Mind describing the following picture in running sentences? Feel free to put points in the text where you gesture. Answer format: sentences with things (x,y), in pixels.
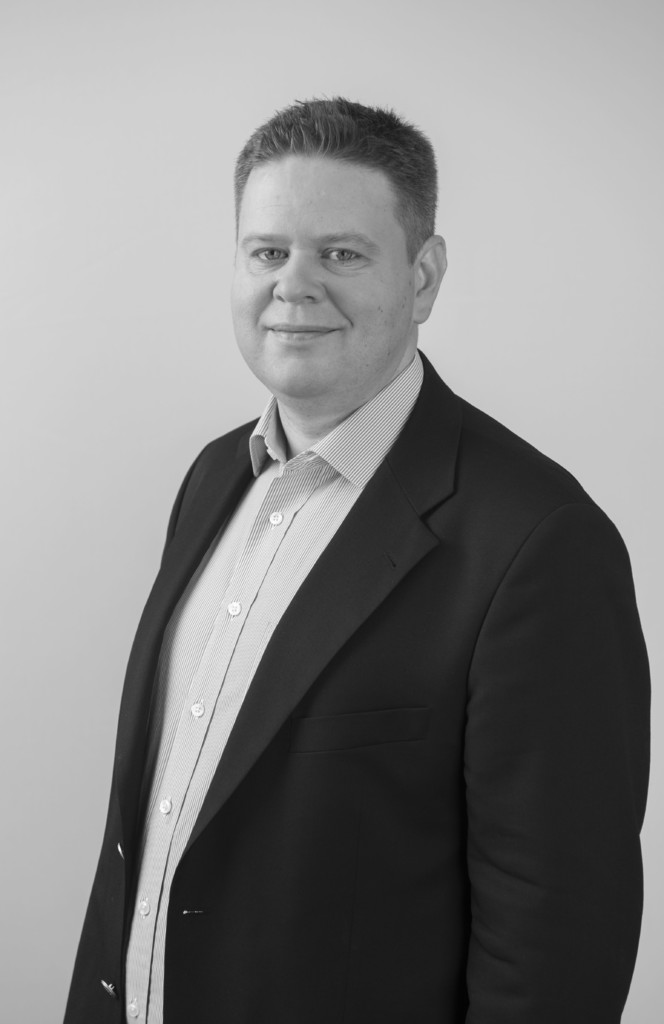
In this image in the front (271,645) there is a man (269,627) standing and smiling.
